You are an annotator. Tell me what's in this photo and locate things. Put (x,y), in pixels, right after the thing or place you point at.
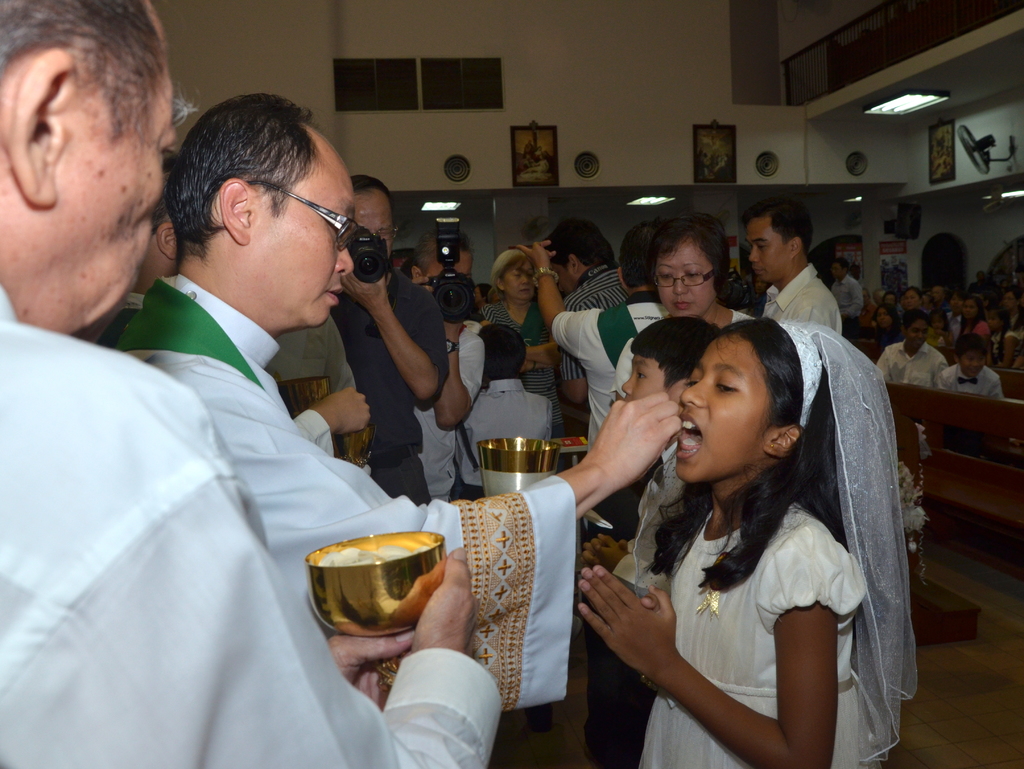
In this picture there is a man (270,321) who is wearing spectacle (273,187) and white dress (331,504). He is holding some object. Beside him there is another man (12,396) who is holding a cup (373,581). On the right (873,447) there are two children (721,582) were standing near to them. In the back (404,367) I can see some people (421,359) were holding a camera (368,274). On the right (960,366) I can see many people (899,325) were sitting on the chair (1015,410) near to the tables (956,422).
